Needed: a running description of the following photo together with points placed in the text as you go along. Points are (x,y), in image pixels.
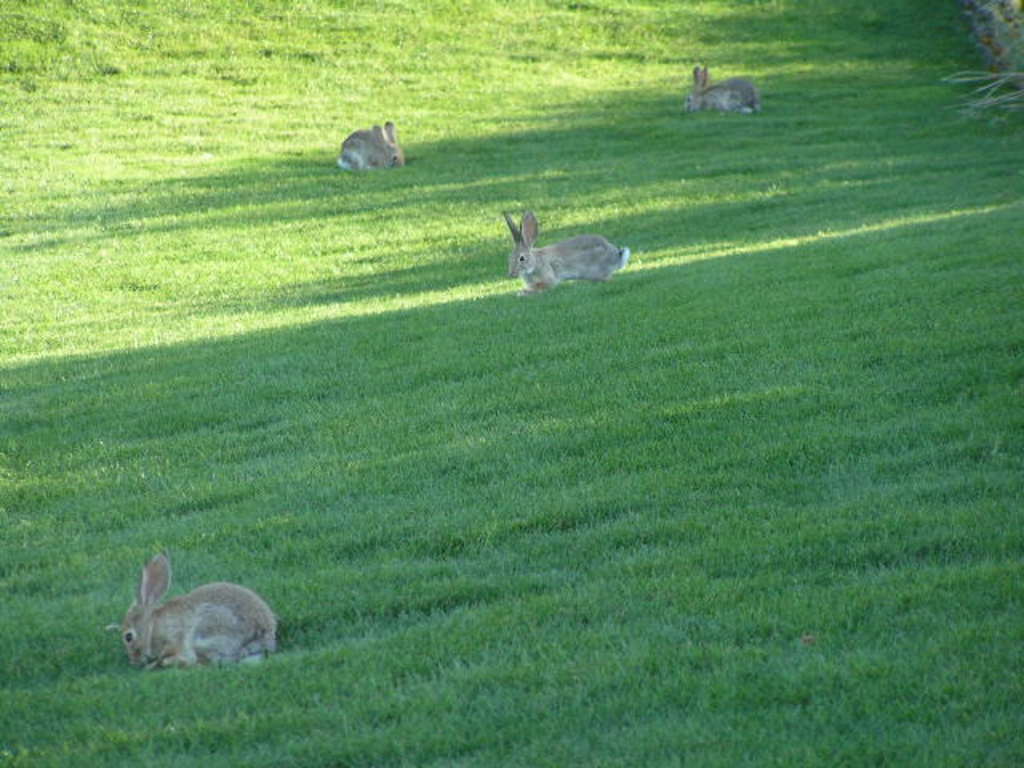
In this image there are four rabbits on the ground (623,319). On the ground (667,616) there is grass (675,634). On the right side (983,80) top there are plants (995,67).
